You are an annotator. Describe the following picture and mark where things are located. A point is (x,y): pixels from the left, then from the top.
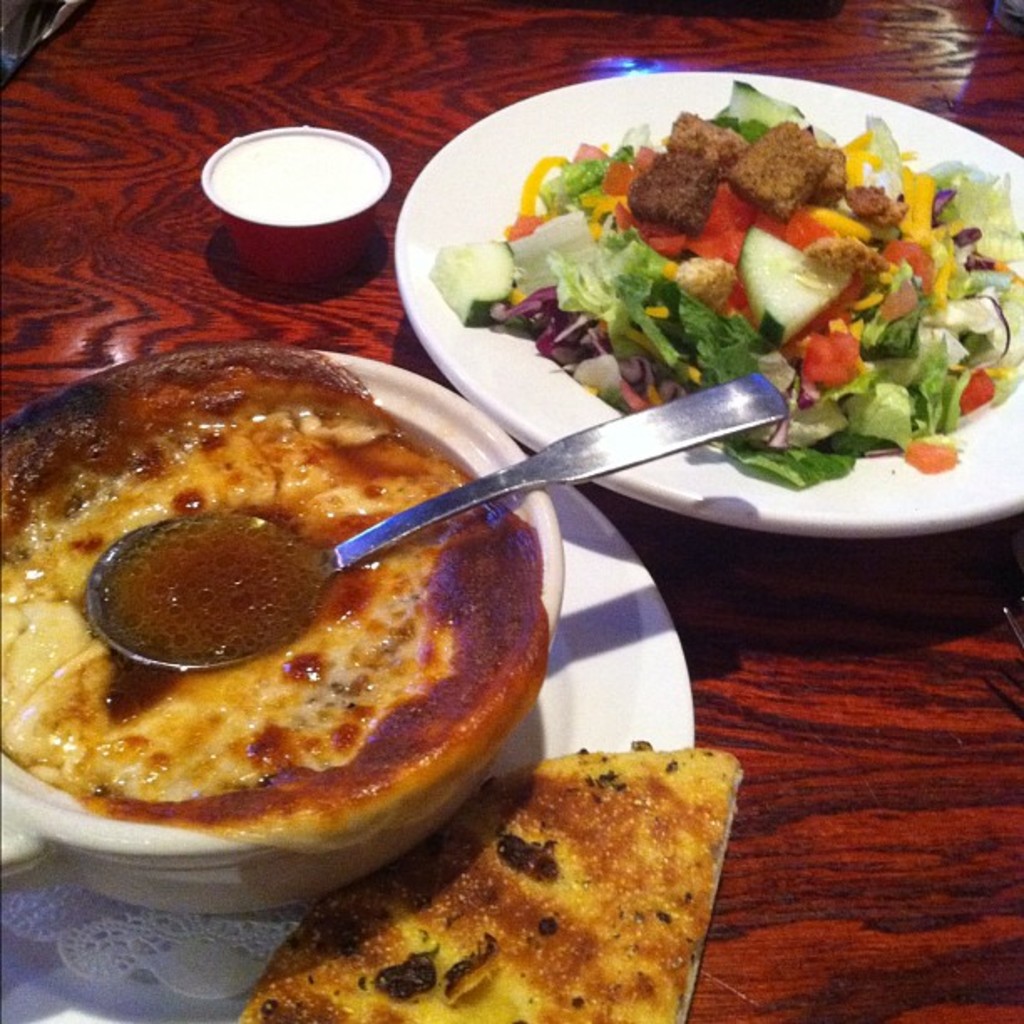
In this image I can see food items (355,589) in a bowl (444,432) and in a plate (550,413). I can also see a spoon (631,431) and some other objects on a wooden surface (441,377).
